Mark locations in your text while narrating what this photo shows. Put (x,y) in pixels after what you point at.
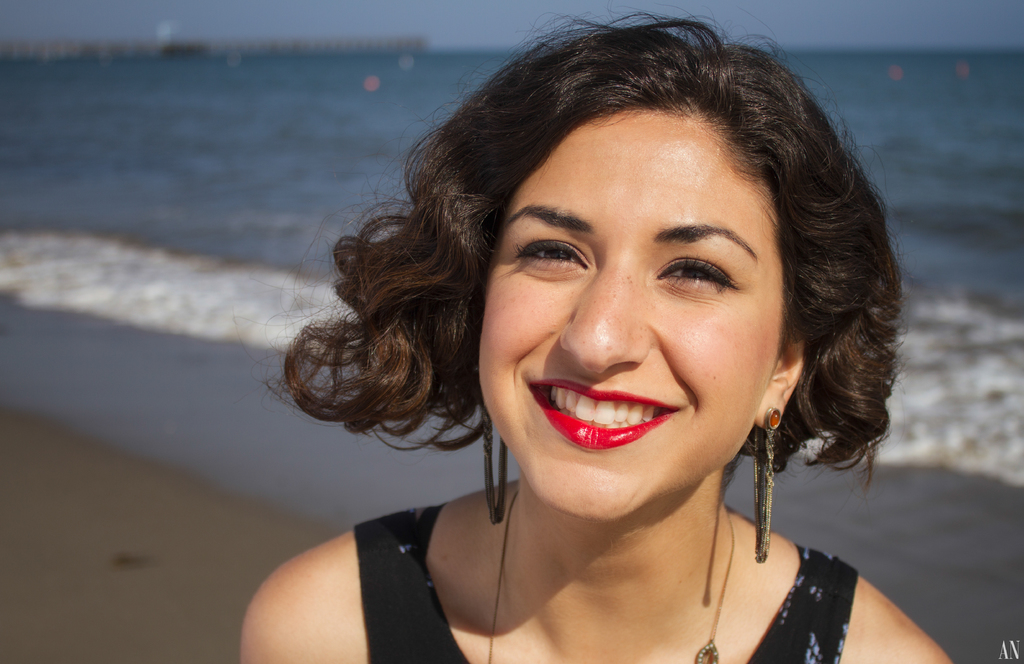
In this image I can see a woman (592,394) wearing black colored dress (425,581) and red color lipstick (580,435) is smiling. In the background (18,507) I can see the sand (122,452), the water (188,201) and the sky (335,16).
